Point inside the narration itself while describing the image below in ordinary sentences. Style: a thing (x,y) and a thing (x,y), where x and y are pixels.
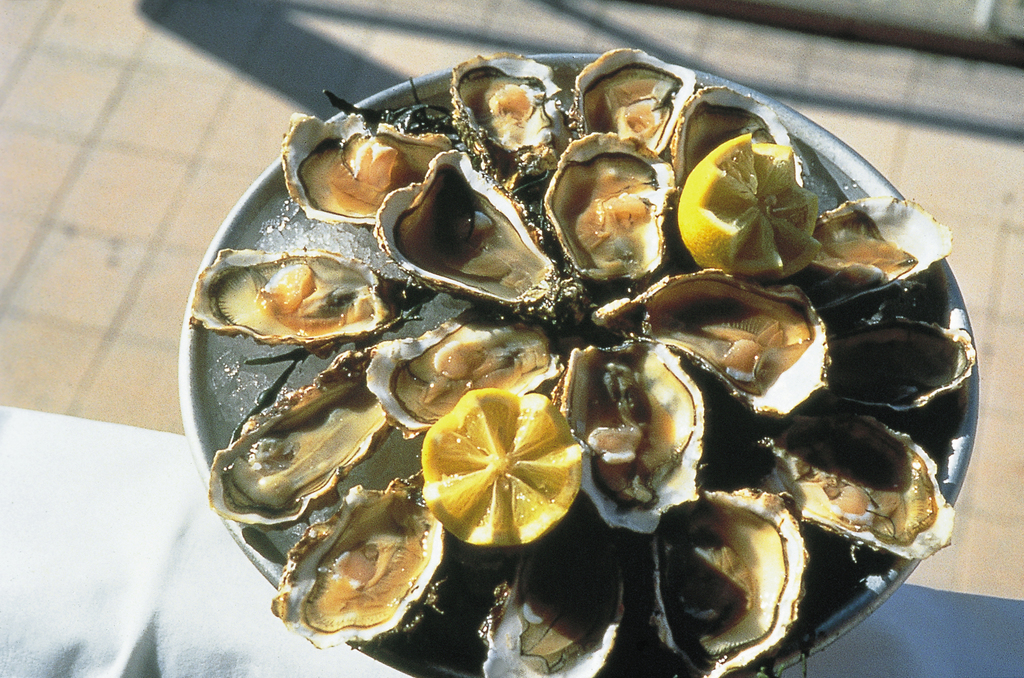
In this image there is a plate (209,362) on which there is ice (356,240). In the ice (339,235) there are shell fishes (627,366) and two lemon pieces (756,219).
